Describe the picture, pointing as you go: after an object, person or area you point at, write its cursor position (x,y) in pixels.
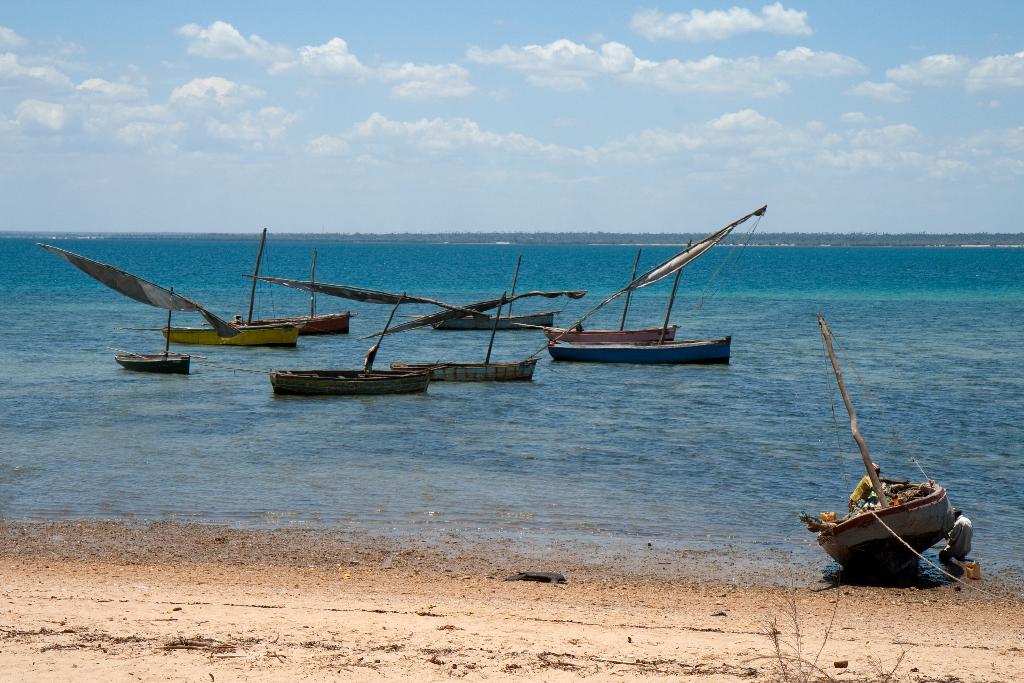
Sky (460,84) is cloudy. Above this water (653,382) there are boats (525,373).
